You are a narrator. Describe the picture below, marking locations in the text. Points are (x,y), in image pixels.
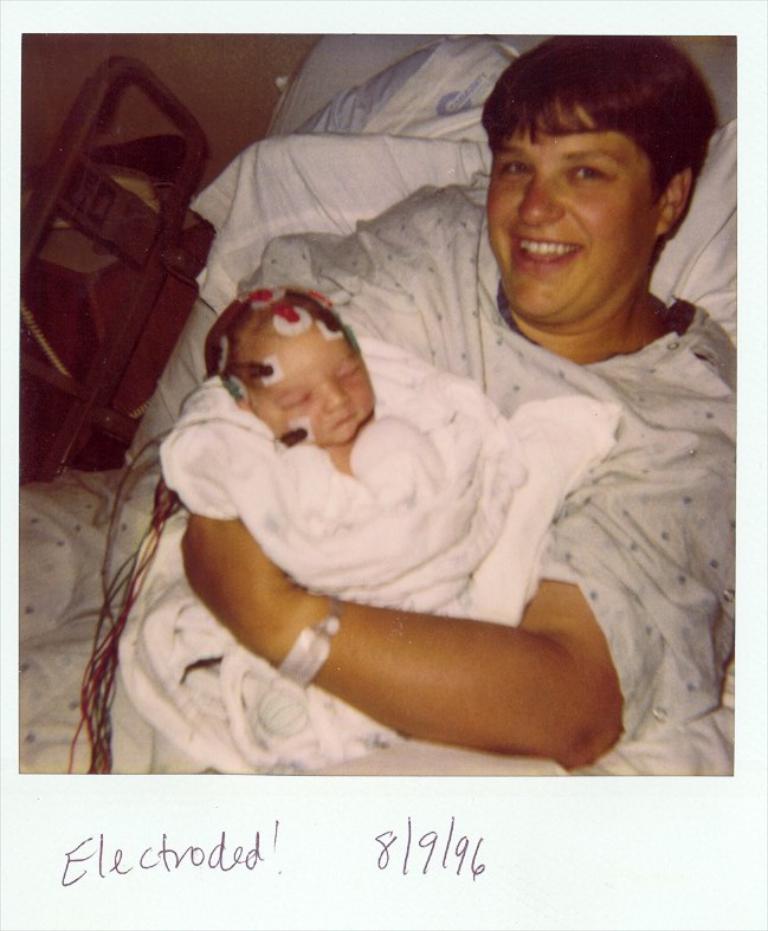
In the center of the image (473,356), we can see a person (532,299) smiling and lying on the bed (181,377) and holding a baby (176,418). In the background (63,237), there are some other objects (114,290) and at the bottom (389,859), we can see some text (261,853) written.
